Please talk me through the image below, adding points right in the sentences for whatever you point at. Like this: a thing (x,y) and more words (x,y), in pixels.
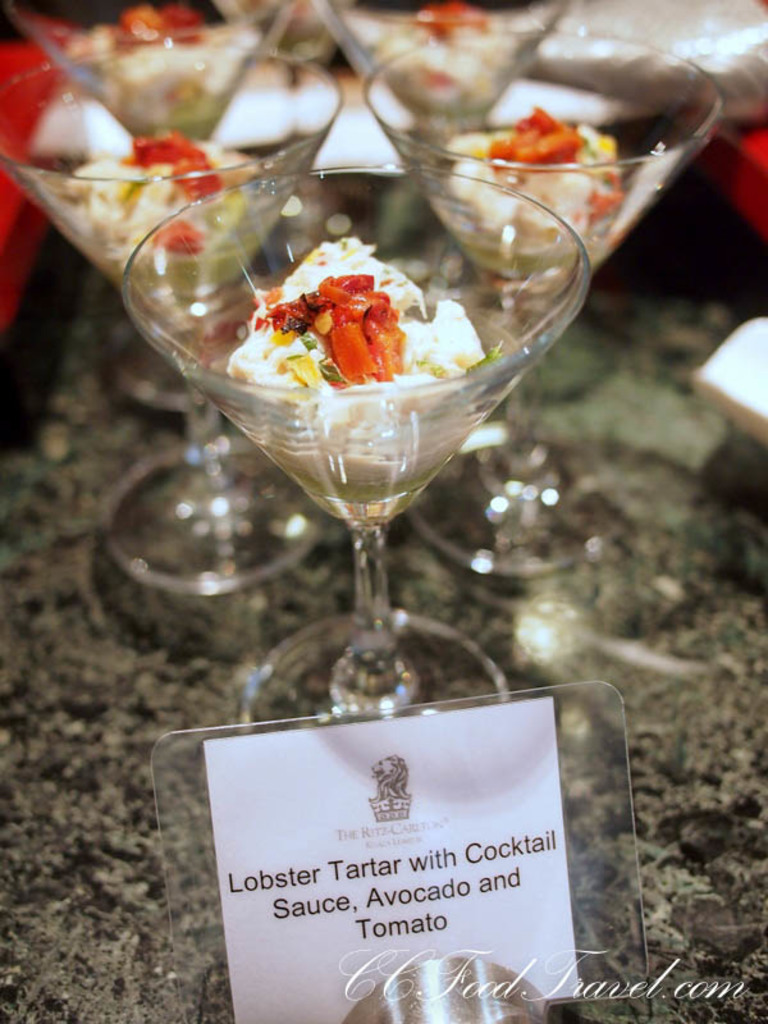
In this picture, there are group of glasses (297,420) with some food (279,310). At the bottom (333,869), there is a paper (446,787) with some text (449,848).
